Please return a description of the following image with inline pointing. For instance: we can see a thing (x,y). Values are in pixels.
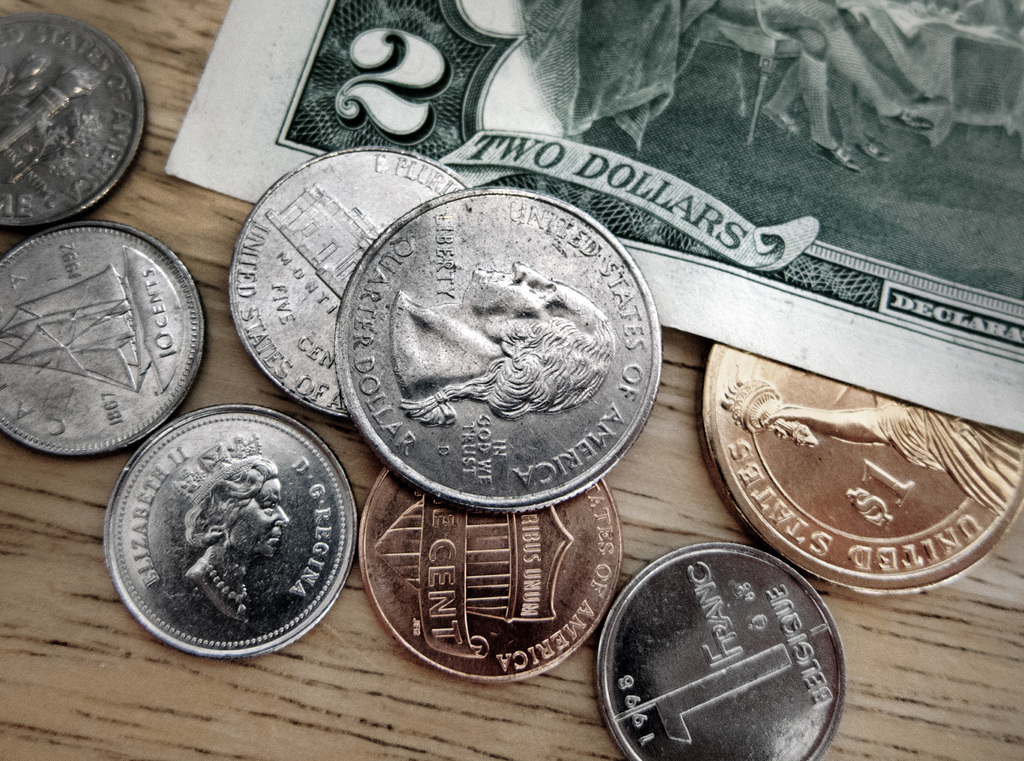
In this image there are coins (479,227) and a currency note (268,65) on the wooden board (108,668).
